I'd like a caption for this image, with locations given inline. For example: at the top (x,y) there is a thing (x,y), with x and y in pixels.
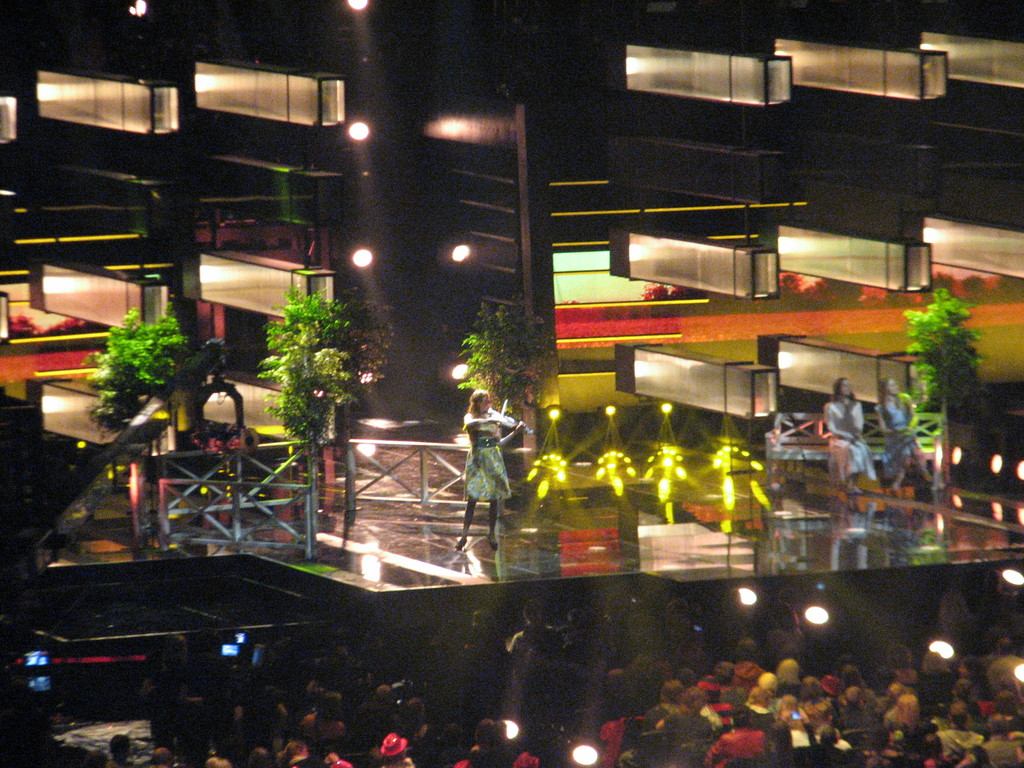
In the foreground of the picture (556,689) there are audience (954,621), lights (1006,574). In the picture there is a woman (487,448) standing and playing violin (505,428). On the right (821,434) there are women (865,450) sitting on bench (820,437). In the center of the picture (466,354) there are trees (328,408). At the top (278,223) there are lights (459,248) and building (677,159).
